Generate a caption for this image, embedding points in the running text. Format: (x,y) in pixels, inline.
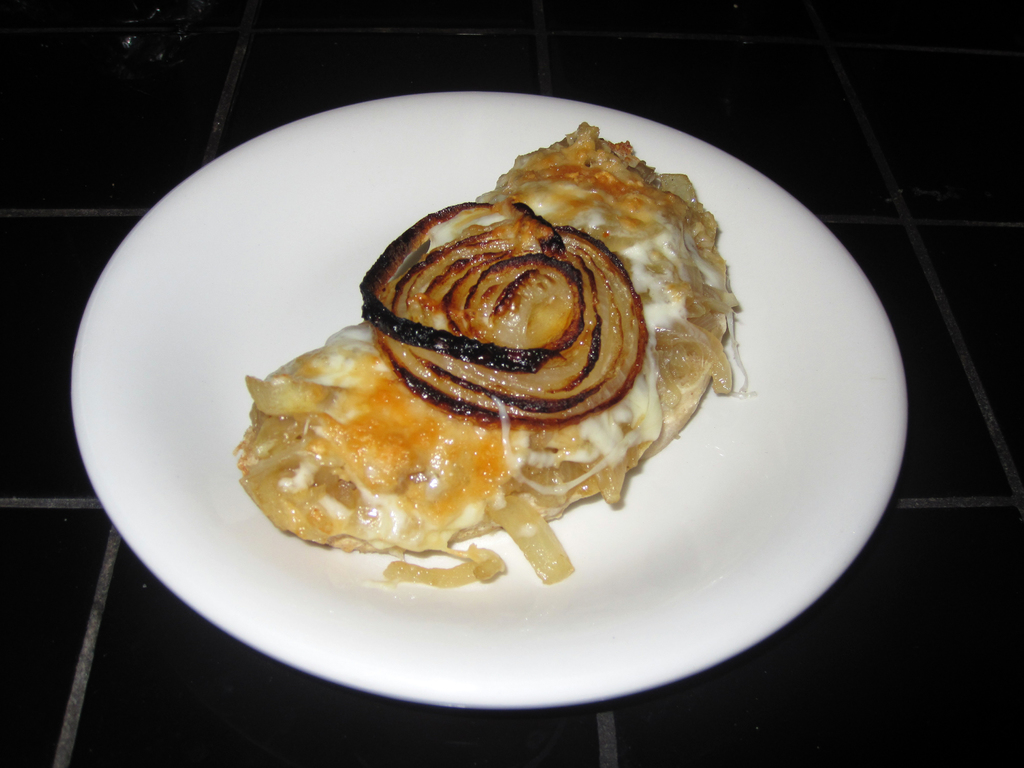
In this image there are food items (716,331) in a plate (229,228) which was placed on the floor (143,697).
